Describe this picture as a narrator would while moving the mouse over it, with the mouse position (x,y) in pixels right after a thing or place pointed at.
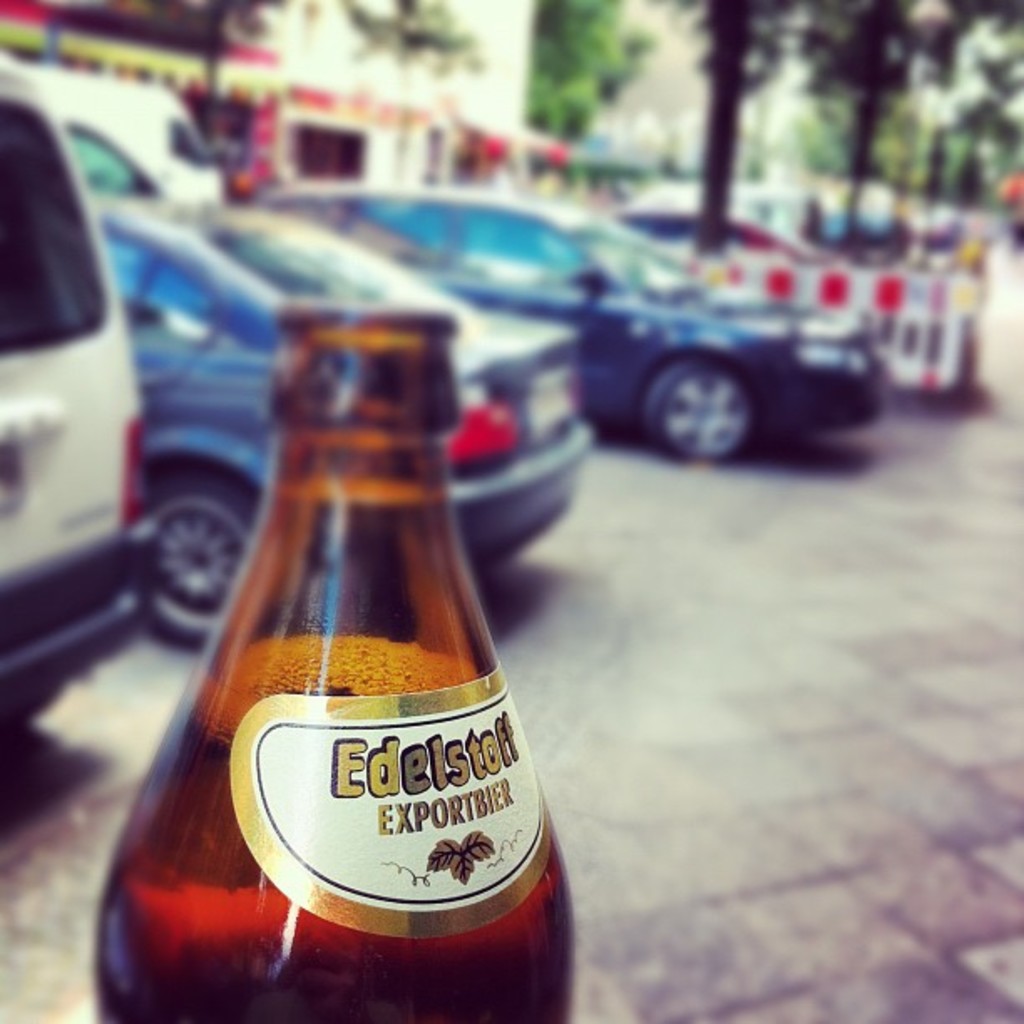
In this picture the bottle (399,649) is highlighted. The picture is of city (550,601). Cars (688,309) are at parking area (143,284). Far there are trees (834,24). This is a building (342,79). The cars (464,259) are in blue and white color. This bottle (444,692) is named as Exportbier.
